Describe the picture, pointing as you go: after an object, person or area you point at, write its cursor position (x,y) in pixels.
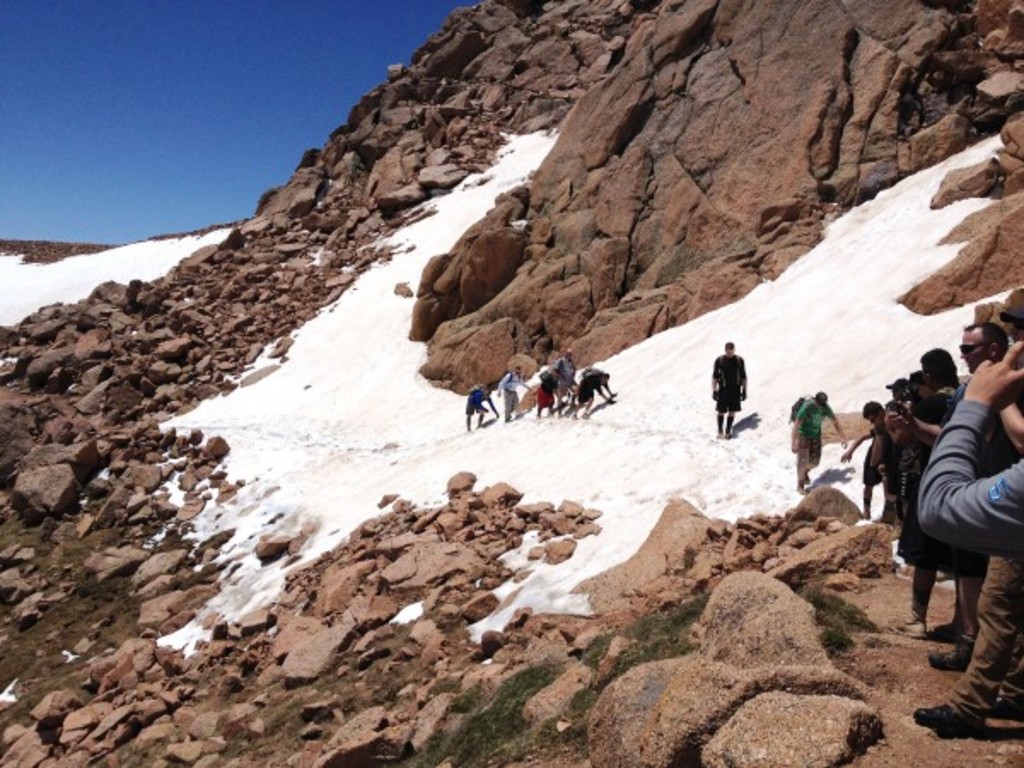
In this image we can see there are people (713,397) standing and walking on the snow (399,440) and holding cameras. And there are rocks (453,111) and the sky (248,154).
